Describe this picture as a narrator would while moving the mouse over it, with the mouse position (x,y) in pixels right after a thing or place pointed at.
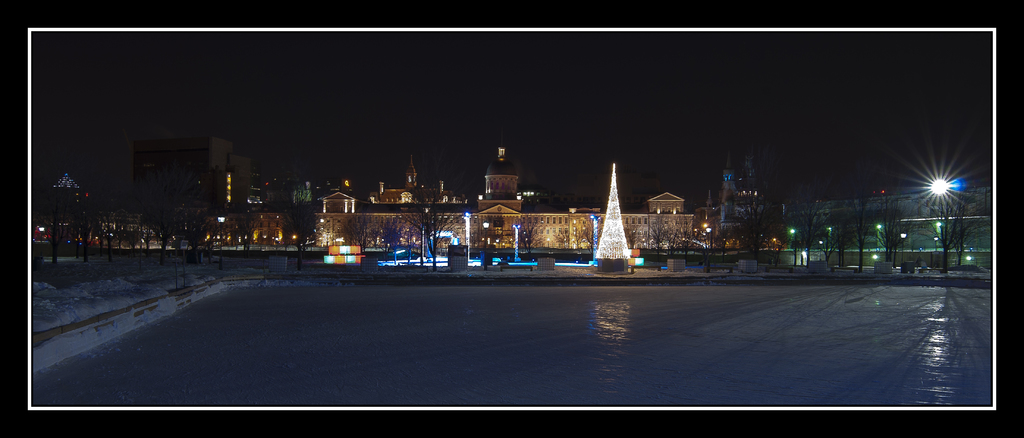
In this picture there is a beautiful brown color Castle house (326,233) with dome (513,179). In the front (610,181) there is a decorative Christmas tree (614,195). On the right side (786,235) there are some dry trees (953,231) and street light (936,181). In the front (677,333) bottom side there is a big snow ground (566,346).
